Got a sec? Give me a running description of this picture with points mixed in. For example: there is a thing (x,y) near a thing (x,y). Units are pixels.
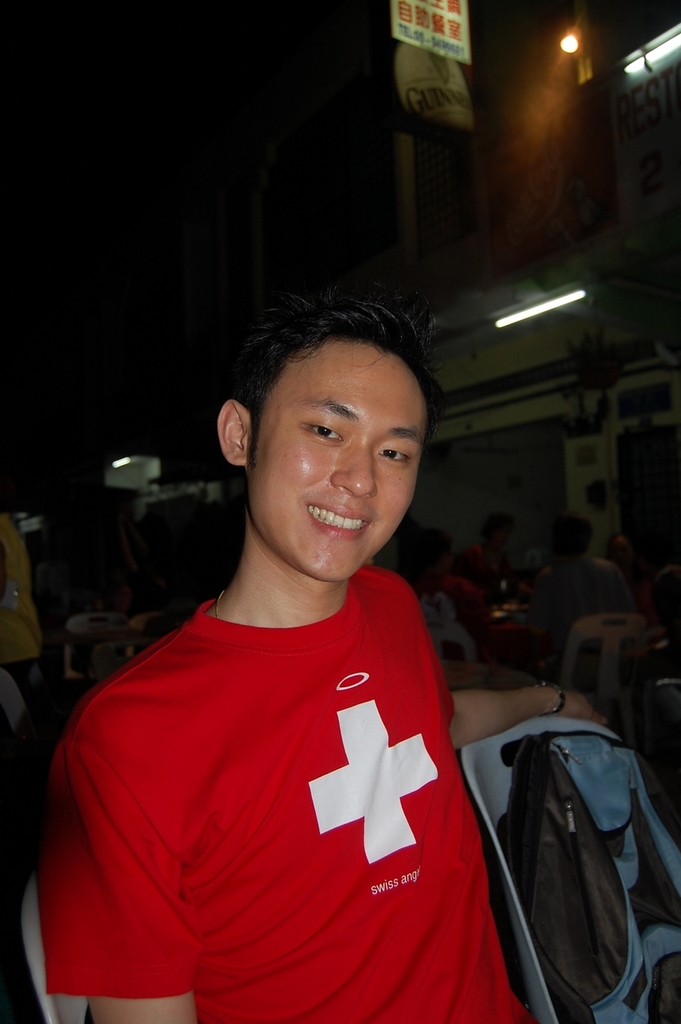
There is a man (337,902) sitting and smiling, beside this man (188,975) we can see bag (526,869) on the chair (514,891). In the background (10,611) it is dark and we can see lights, people (127,583) and board (402,68).
